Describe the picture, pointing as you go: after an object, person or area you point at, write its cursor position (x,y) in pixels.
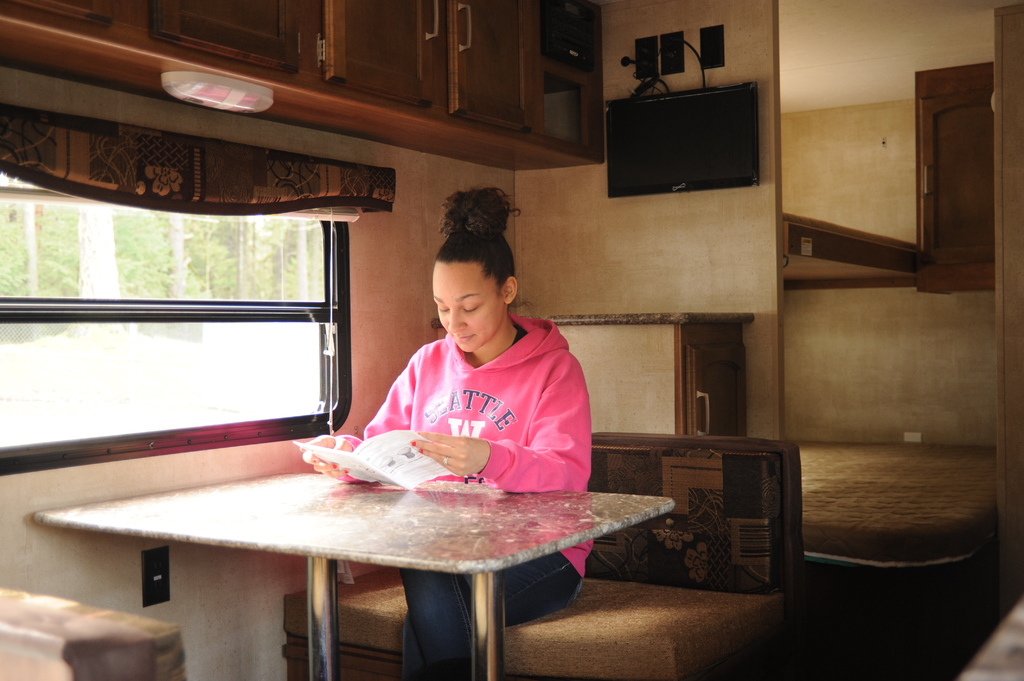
This picture is clicked inside a room (655,423). Woman (513,415) in pink jacket (543,401) and blue jeans (527,595) is holding book (355,455) in her hand (334,467) and she is looking into it. Beside her, we find a window (159,367) from which we can see many trees (217,269). Behind her, we see a cupboard (703,390) and a television (648,155) fixed to the cupboard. Behind this television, we see another room (891,336). Woman (567,569) is sitting on sofa (664,660).
